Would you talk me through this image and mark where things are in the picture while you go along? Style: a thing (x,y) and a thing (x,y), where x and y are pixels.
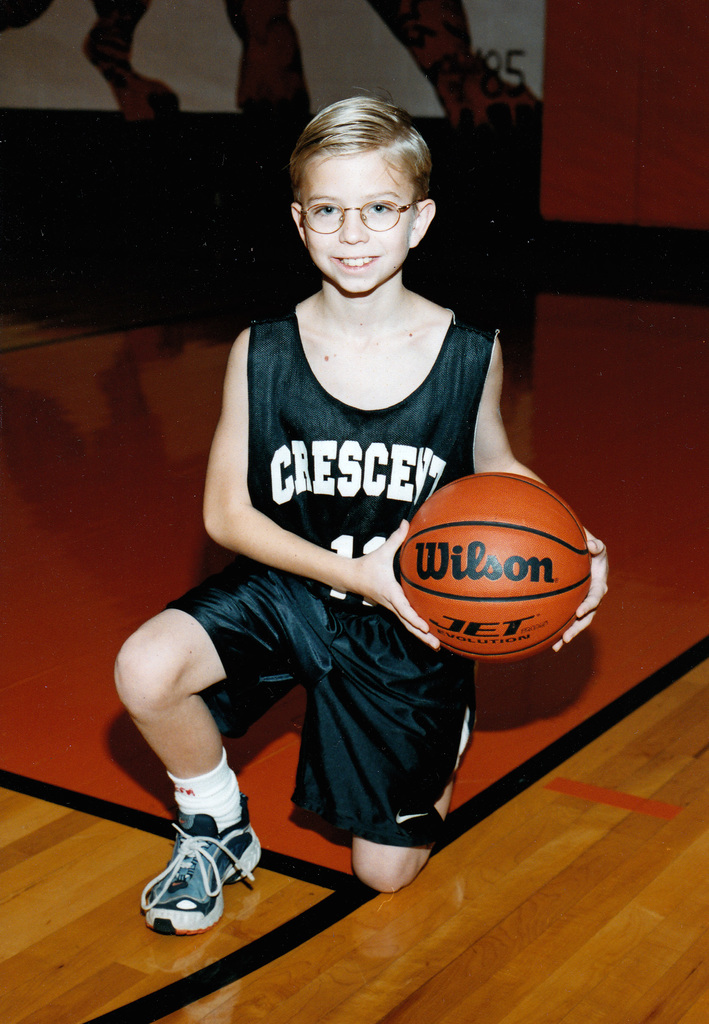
In the middle of the image (423,625) a boy (384,121) holding a ball (425,555), Behind him there is a banner (252,72).
